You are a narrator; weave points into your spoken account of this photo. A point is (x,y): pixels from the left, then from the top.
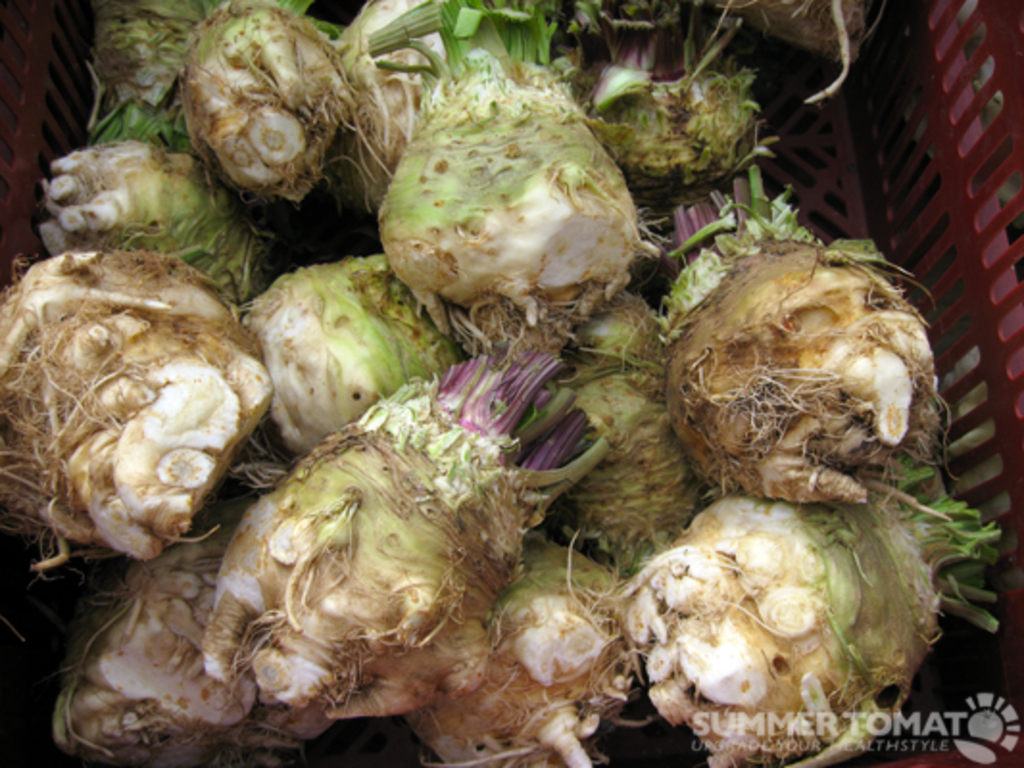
As we can see in the image there is a red color basket (940,240). In basket (789,160) there are vegetables (491,122).
